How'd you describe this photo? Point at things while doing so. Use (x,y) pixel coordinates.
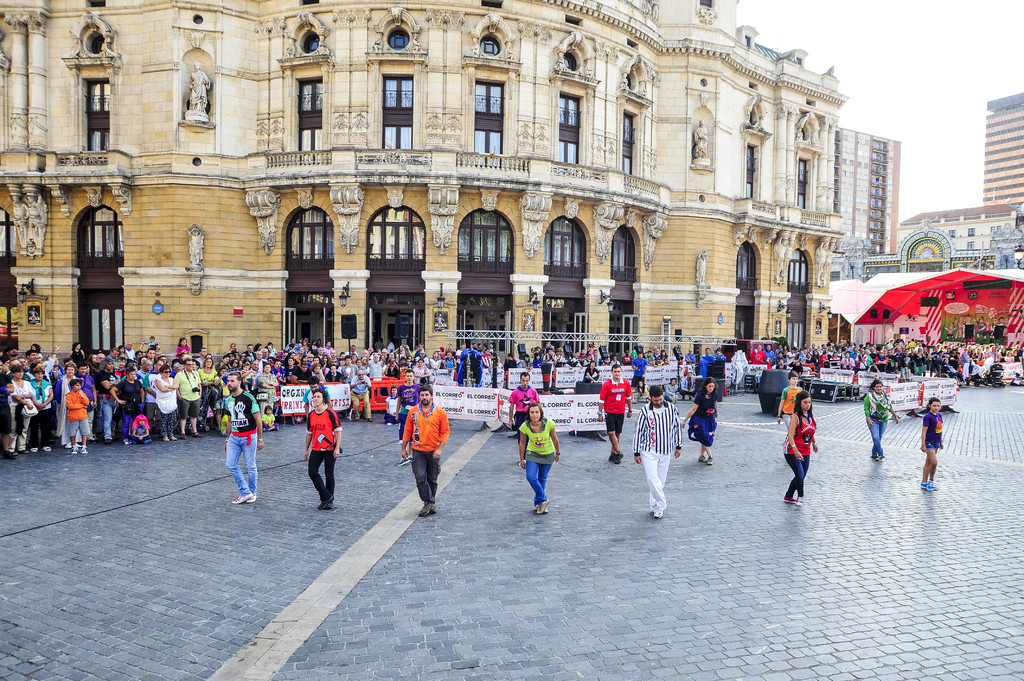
In this picture there are people (424,393), among them few people (411,401) dancing and we can see truss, tent (864,312), banners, buildings (747,316) and objects (525,347). In the background of the image (935,113) we can see the sky (964,84).
